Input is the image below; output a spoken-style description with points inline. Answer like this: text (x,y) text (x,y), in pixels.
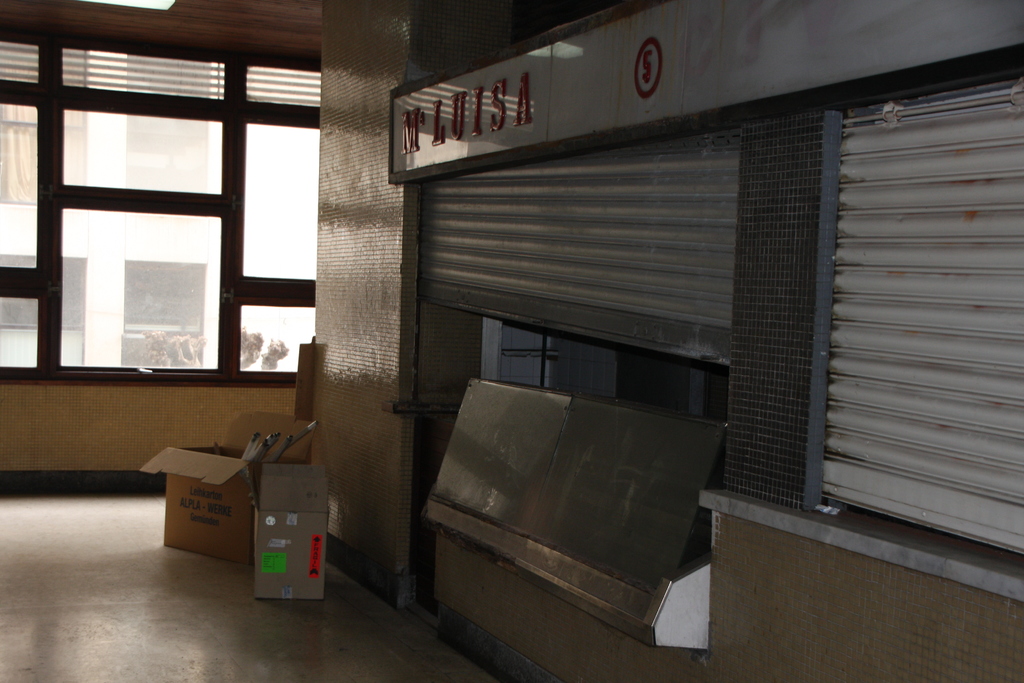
In this image there are shutters (971,95), stall (494,191) with a name board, cardboard boxes (235,453), window (212,379), and in the background (214,346) there is a building (210,346).
